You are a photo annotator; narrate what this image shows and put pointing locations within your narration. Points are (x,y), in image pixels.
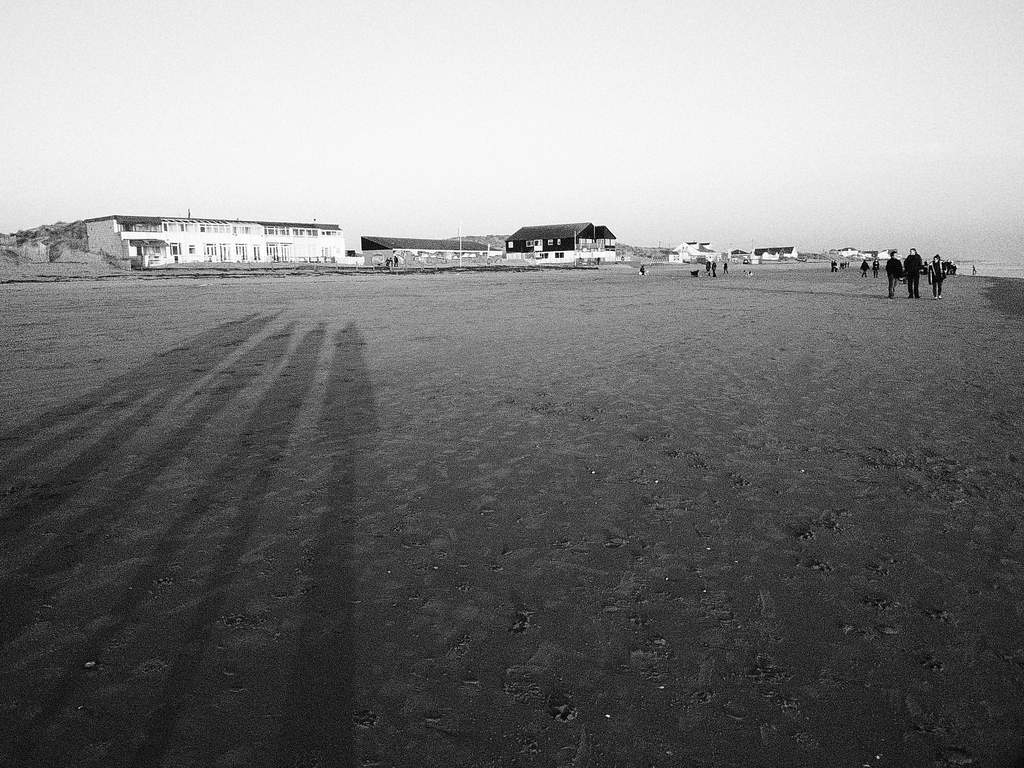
In this picture we can see big ground (599,318) with some people (908,258) walking in the ground (882,276). Behind we can see wooden shed house (410,255) and white house (219,255) with many windows (256,257).
